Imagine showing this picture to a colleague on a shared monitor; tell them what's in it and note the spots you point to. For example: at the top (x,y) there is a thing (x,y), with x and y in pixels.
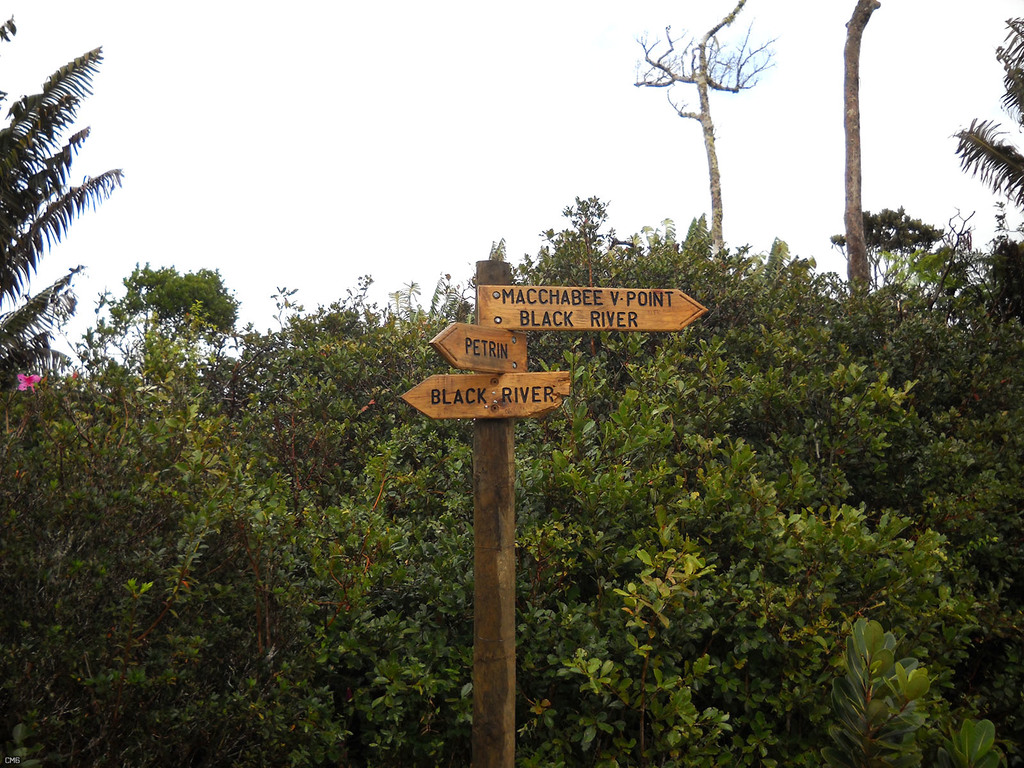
In this image there is the sky (438,109) towards the top of the image (494,114), there are trees (188,510), there is a flower (22,383) on the tree (36,384), there is a wooden pole (502,542) towards the bottom of the image (495,668), there are wooden boards (497,352) on the pole (484,436), there is text (510,304) on the wooden boards (526,333).
